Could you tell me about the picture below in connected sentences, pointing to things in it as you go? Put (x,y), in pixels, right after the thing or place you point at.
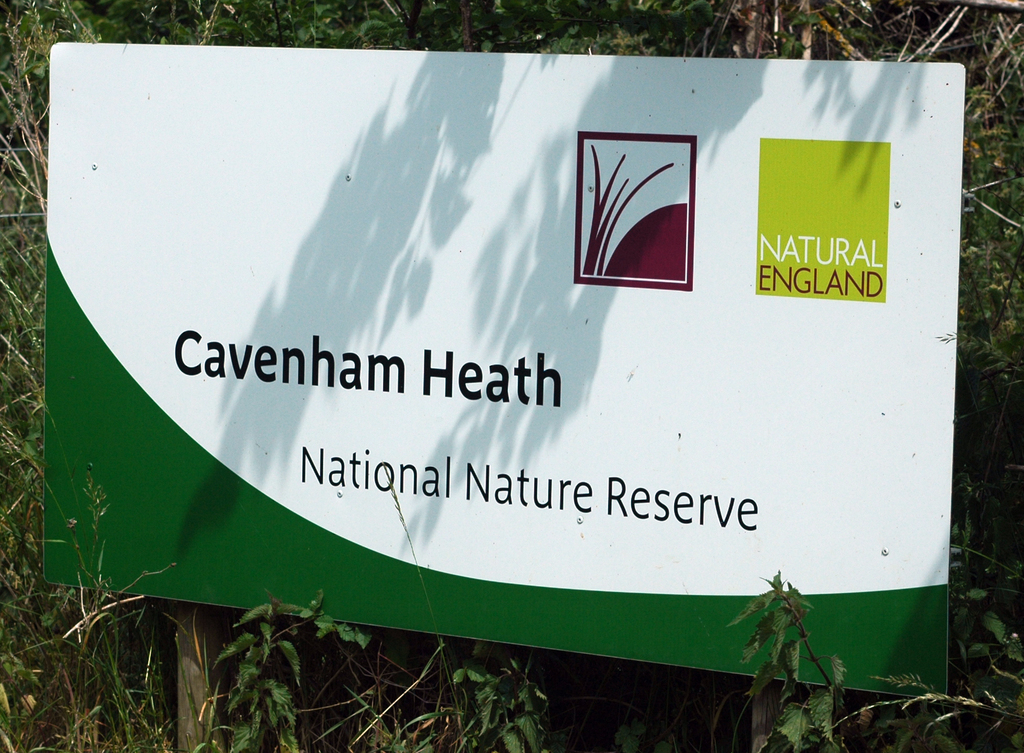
In this picture we can see a nature reserve board (930,329) surrounded by trees (890,19) and bushes (196,27).
